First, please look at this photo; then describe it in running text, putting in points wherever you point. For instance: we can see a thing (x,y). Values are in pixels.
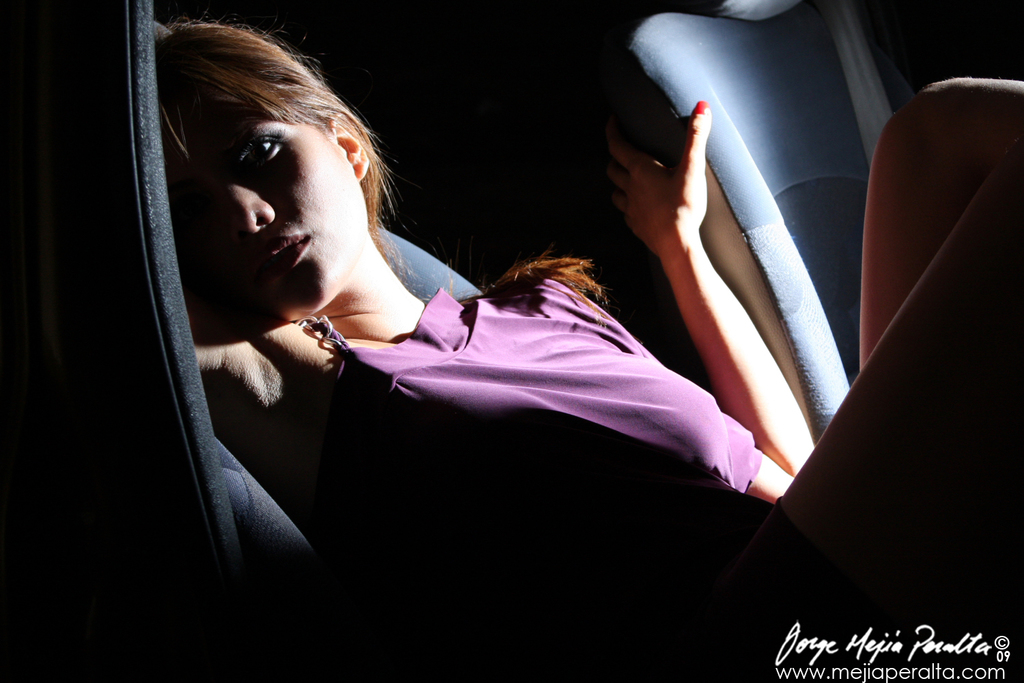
In this image I see a woman (341,225) who is sitting on a seat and I see another seat (805,128) over here and I see the watermark (892,645) over here.
